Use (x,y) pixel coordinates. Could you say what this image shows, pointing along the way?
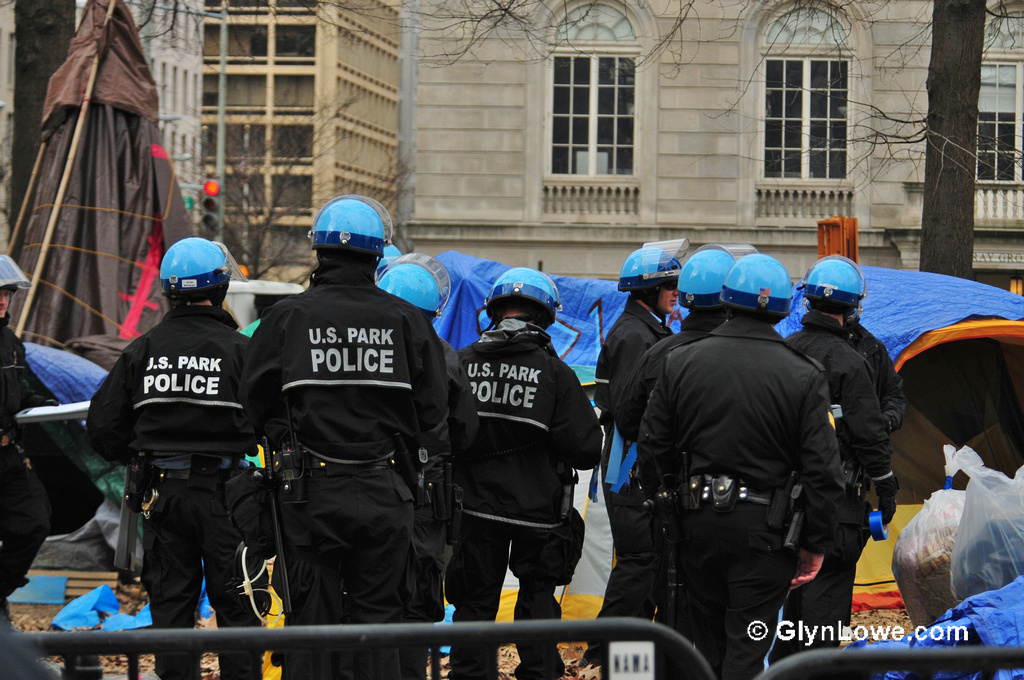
In this image, there is an outside view. There are some persons (691,309) wearing clothes (292,341) and standing in front of the building (435,200). There is a trunk (928,175) in the top right of the image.
